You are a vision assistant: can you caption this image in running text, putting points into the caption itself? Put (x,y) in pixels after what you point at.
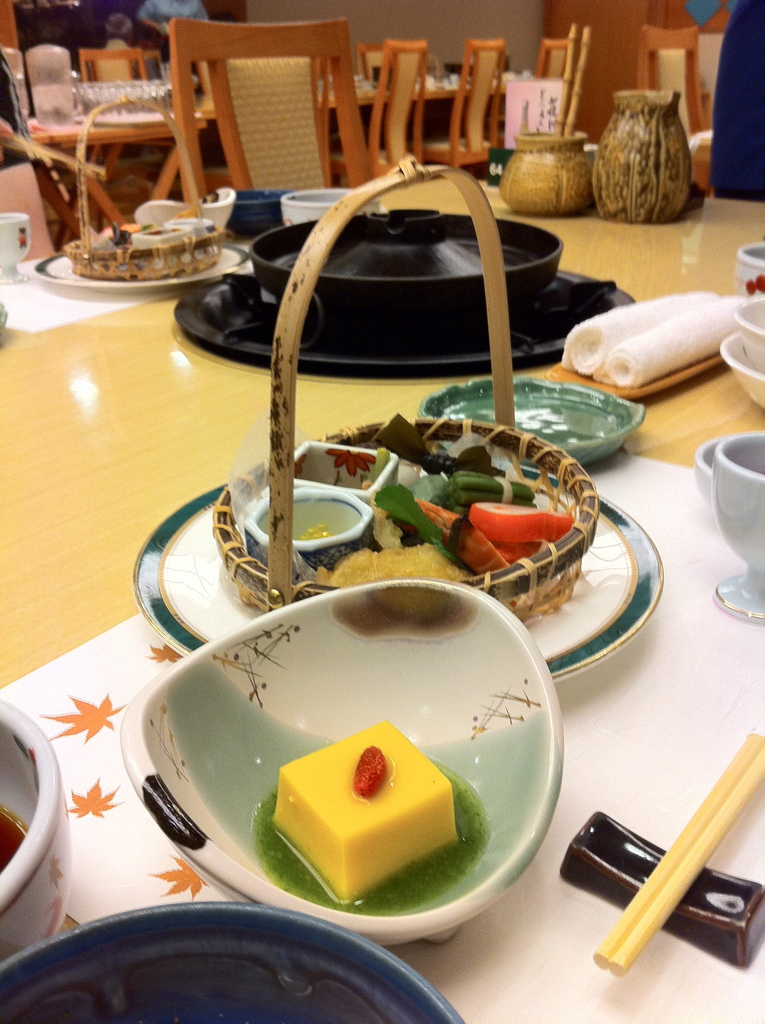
In the image we can see on the table (146,391) there are bowl (446,769) in which there is a sweet (415,792), chopstick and in the basket (492,510) there are food items (449,475) and there are chairs (327,100) and table (452,92) at the back (354,168).
